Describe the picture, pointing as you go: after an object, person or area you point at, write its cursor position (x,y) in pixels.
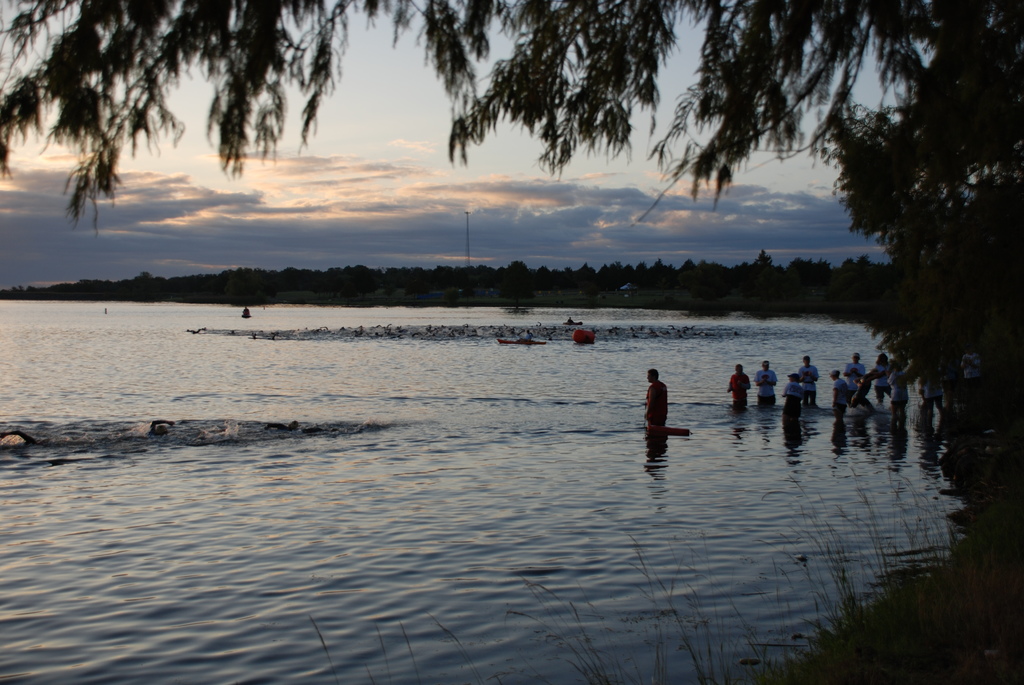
In this image we can see a few people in the water (615,360), there are some trees (524,280), grass (550,299), boats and a pole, in the background (494,163), we can see the sky (487,155) with clouds (420,247).
